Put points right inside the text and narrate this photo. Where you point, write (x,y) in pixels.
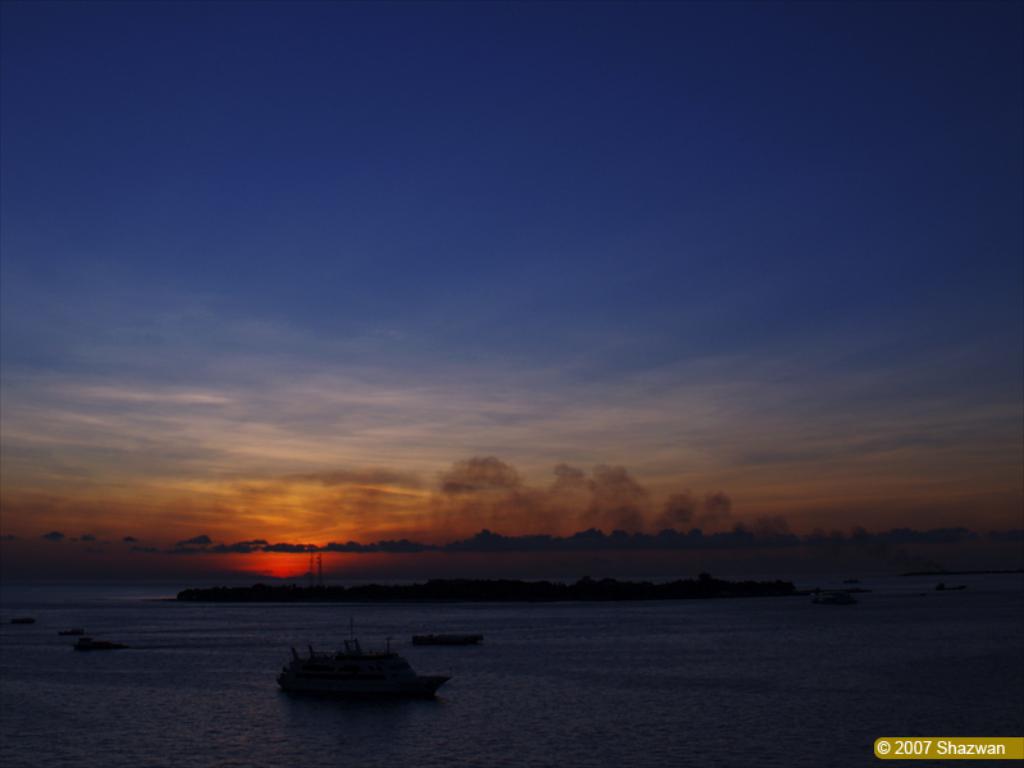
In this image at the bottom (334,674) we can see a ship (349,669) and objects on the water (487,698) and there are other objects (311,589) which are not clear to describe. In the background (276,341) we can see clouds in the sky (421,314). On the right side (921,751) at the bottom corner (880,751) we can see a text (899,746) on the image.
